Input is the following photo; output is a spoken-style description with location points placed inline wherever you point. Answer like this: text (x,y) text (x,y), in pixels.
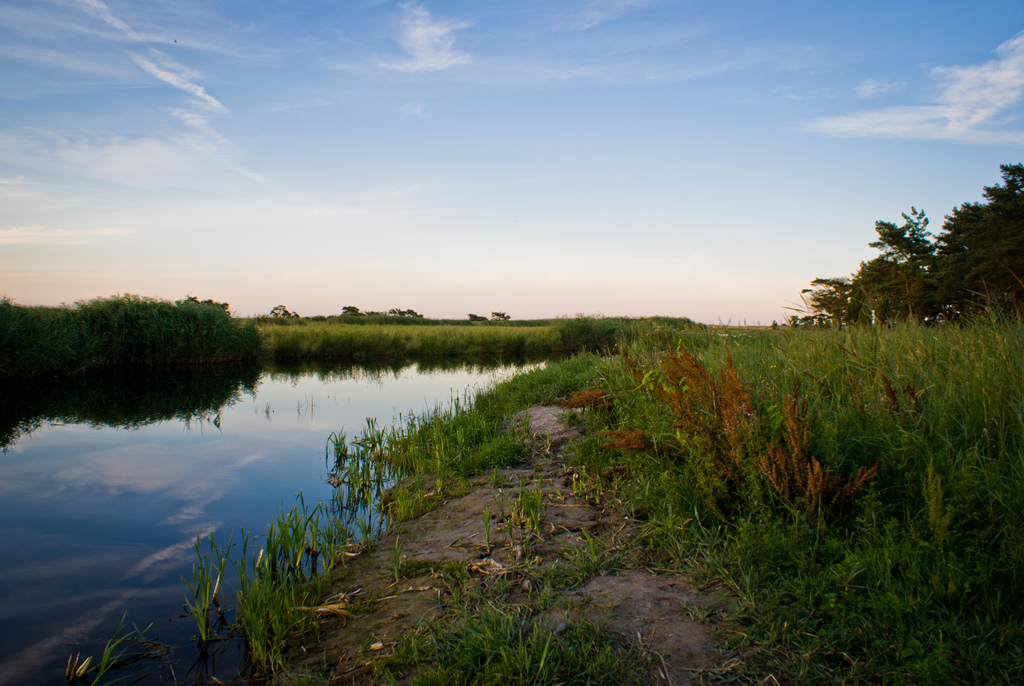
On the right side (859,447), we see the field crops (869,523) and trees (930,275). On the left side (196,488), we see water (383,488) and this water (188,476) might be in the pond (259,504). Beside that, we see trees (159,355). There are trees (350,313) and field crops (304,324) in the background (415,329). At the top (375,85), we see the sky (506,68), which is blue in color.
